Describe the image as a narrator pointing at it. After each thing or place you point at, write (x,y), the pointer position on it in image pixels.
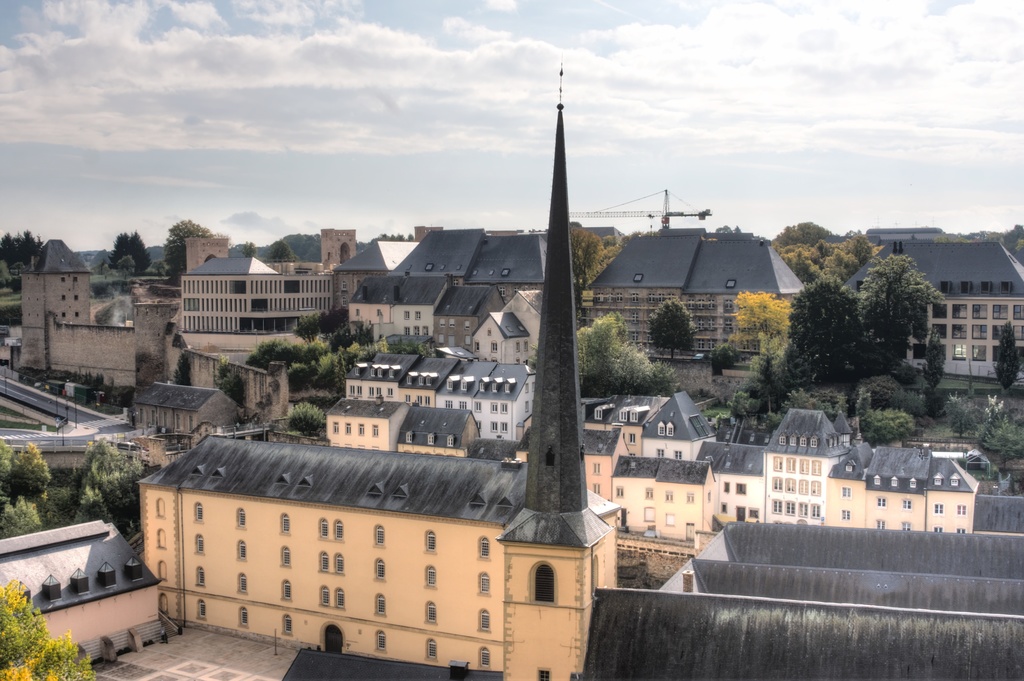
In this image I can see few buildings (673,466), windows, trees (875,392), poles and the sky (518,118).
